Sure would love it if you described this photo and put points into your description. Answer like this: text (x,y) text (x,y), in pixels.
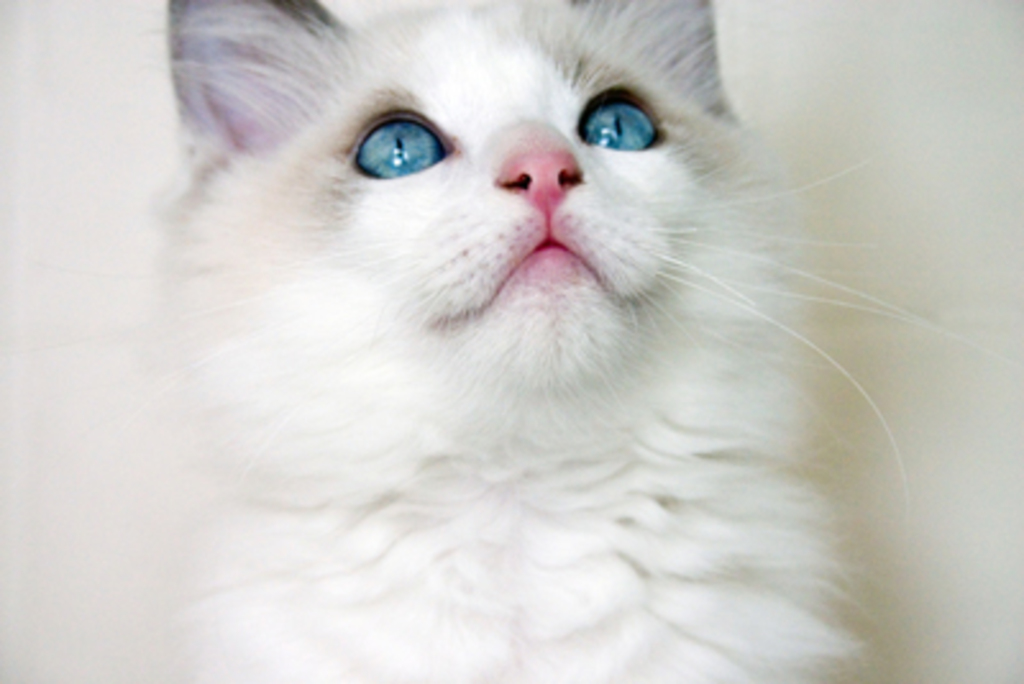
In this image I can see a white color cat (528,333) is looking at the top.
